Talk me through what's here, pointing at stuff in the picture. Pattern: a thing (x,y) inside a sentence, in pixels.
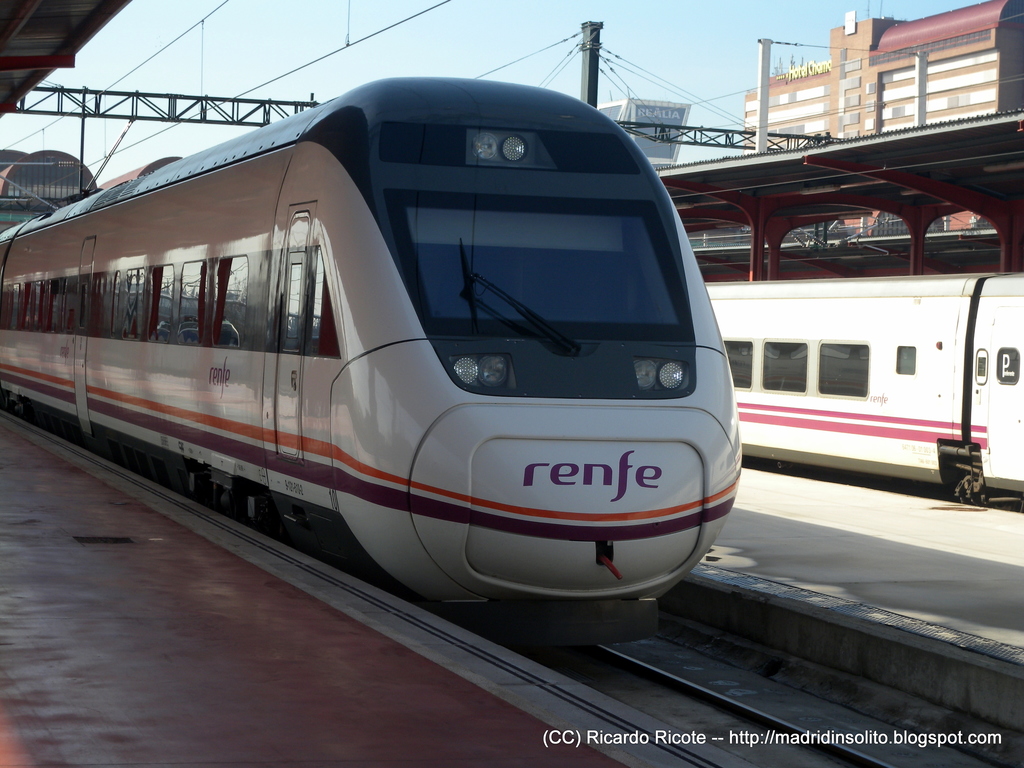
In this image there are trains (654,456) on a track (650,667), on the top (80,105) there are wires (731,95), beside the train (259,451) there is a platform (157,591), in the top right (846,92) there is a building (863,104).
